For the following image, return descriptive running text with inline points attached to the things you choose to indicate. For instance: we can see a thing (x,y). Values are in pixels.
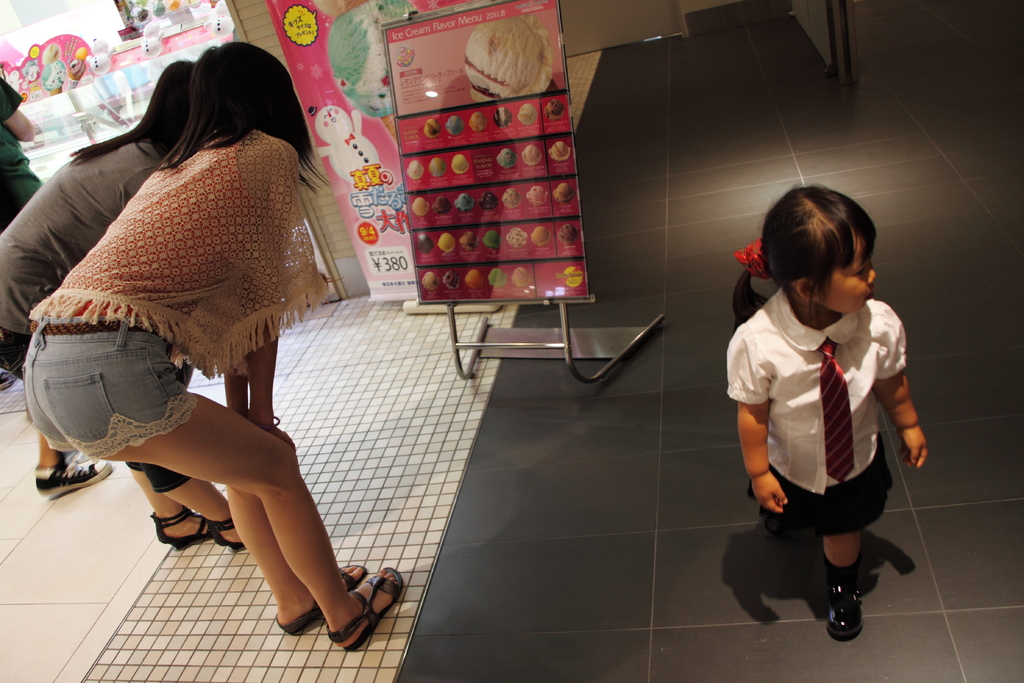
In this image there is a small girl (853,419) walking on the floor (525,423), beside that there are two girls (205,484) standing and looking at the poster (573,283), also there is another girl (17,195) standing near the shop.
